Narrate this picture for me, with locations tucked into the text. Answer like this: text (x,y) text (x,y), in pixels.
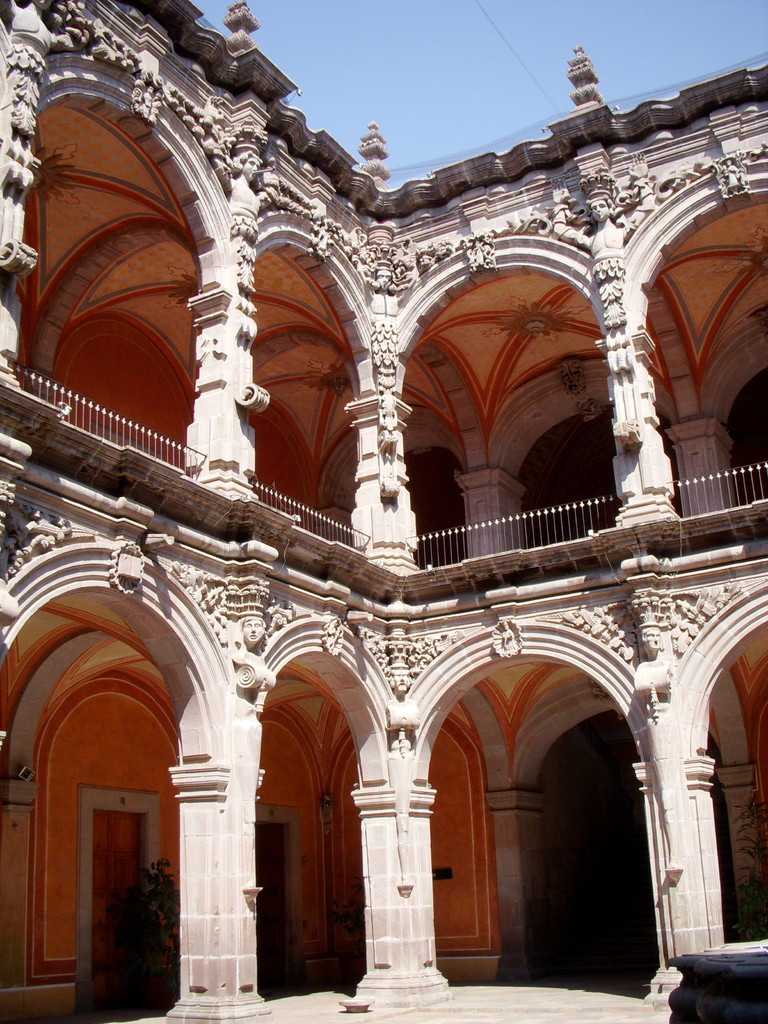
In the center of the image (418,420) we can see pillars (256,902) and building (342,372). In the background (373,100) there is sky (385,72).
